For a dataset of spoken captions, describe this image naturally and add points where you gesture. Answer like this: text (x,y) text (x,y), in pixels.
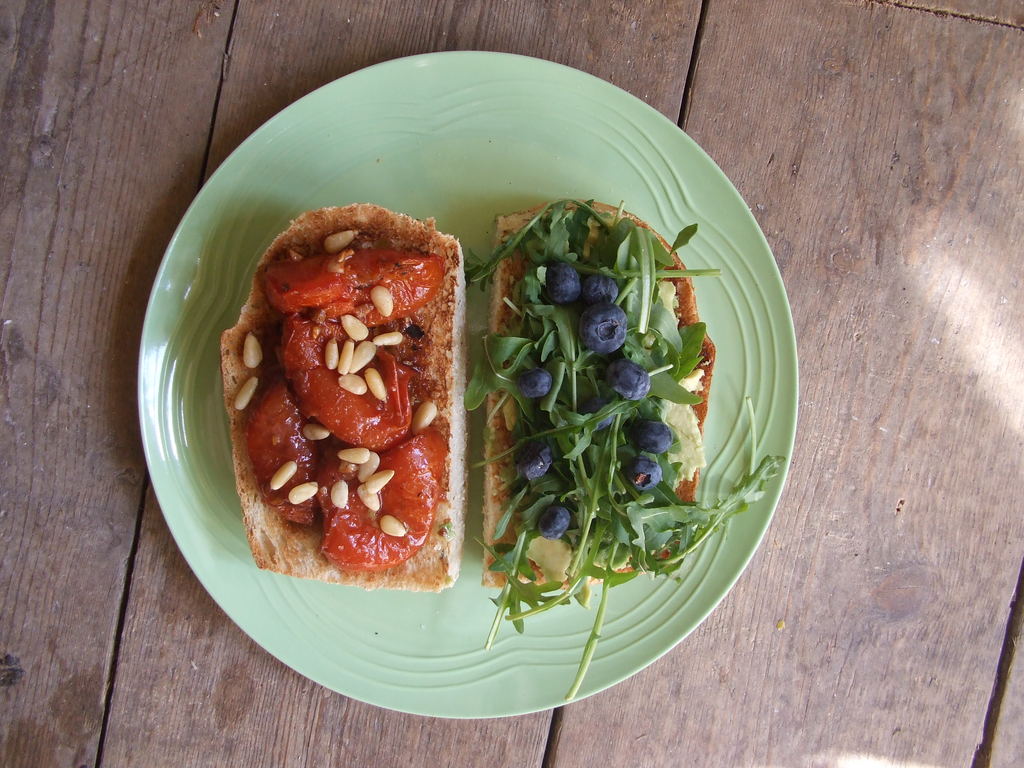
In this image we can see food (288,514) in a plate (667,223) which is on a wooden platform (116,729).
